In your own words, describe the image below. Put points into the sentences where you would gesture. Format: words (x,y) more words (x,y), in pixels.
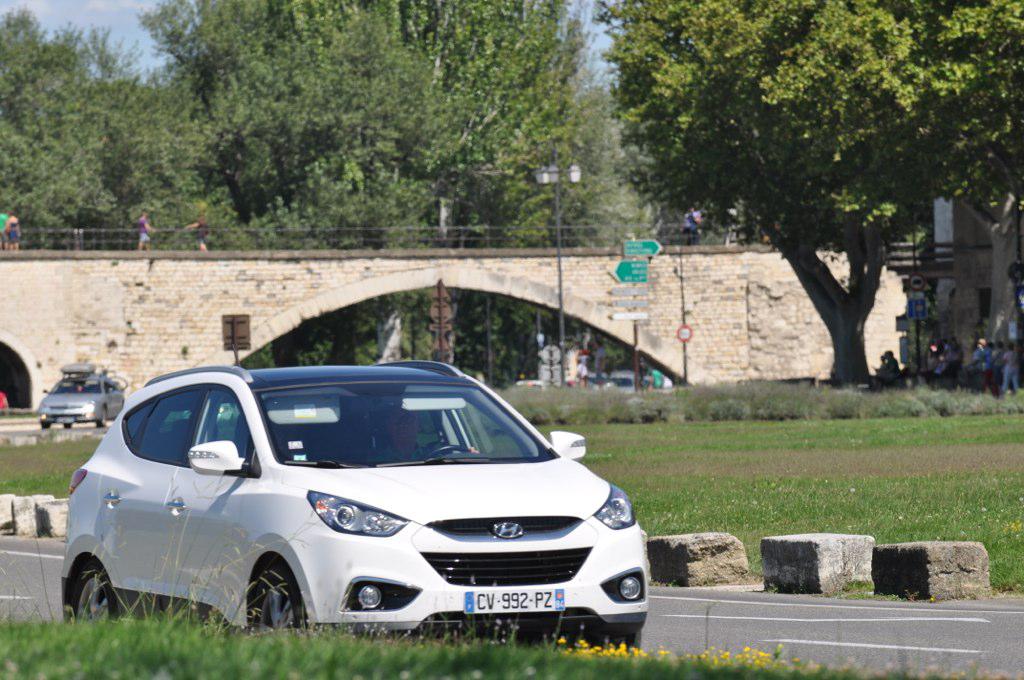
In this image we can see a few people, some of them are standing on the bridge (874,340), some people (942,357) are sitting on the benches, there are two cars (212,462) on the road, there are poles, signboards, light pole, there are trees (559,162), grass (903,428), also we can see the sky (154,63).
